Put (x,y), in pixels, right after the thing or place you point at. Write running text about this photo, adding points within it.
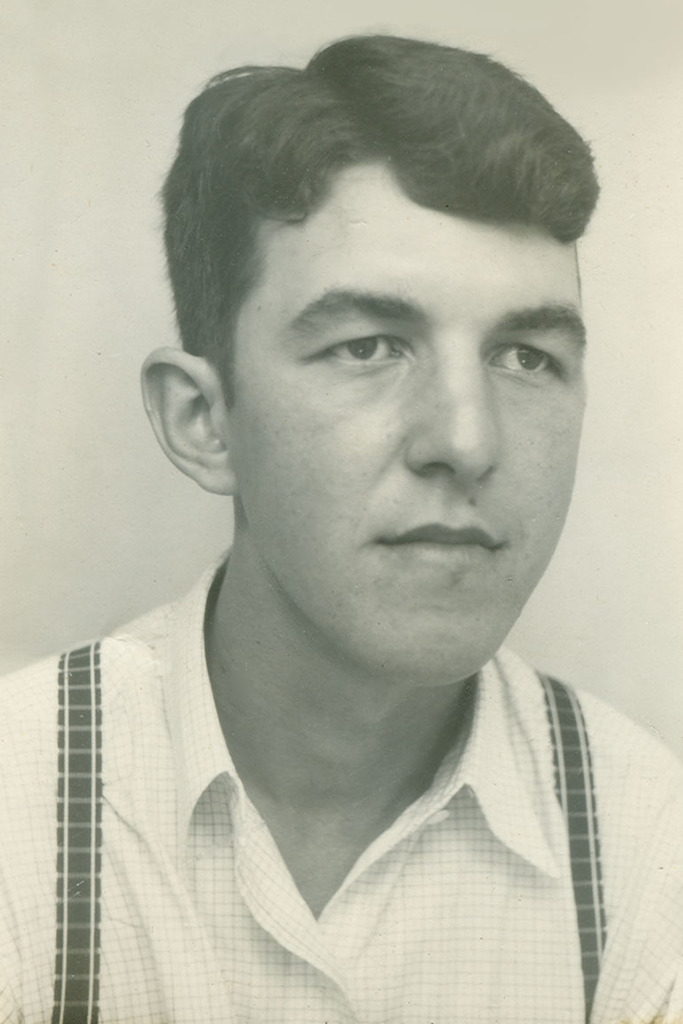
In this image I can see a person (349,472) wearing white shirt (177,893) and I can see the white colored background (32,289).
